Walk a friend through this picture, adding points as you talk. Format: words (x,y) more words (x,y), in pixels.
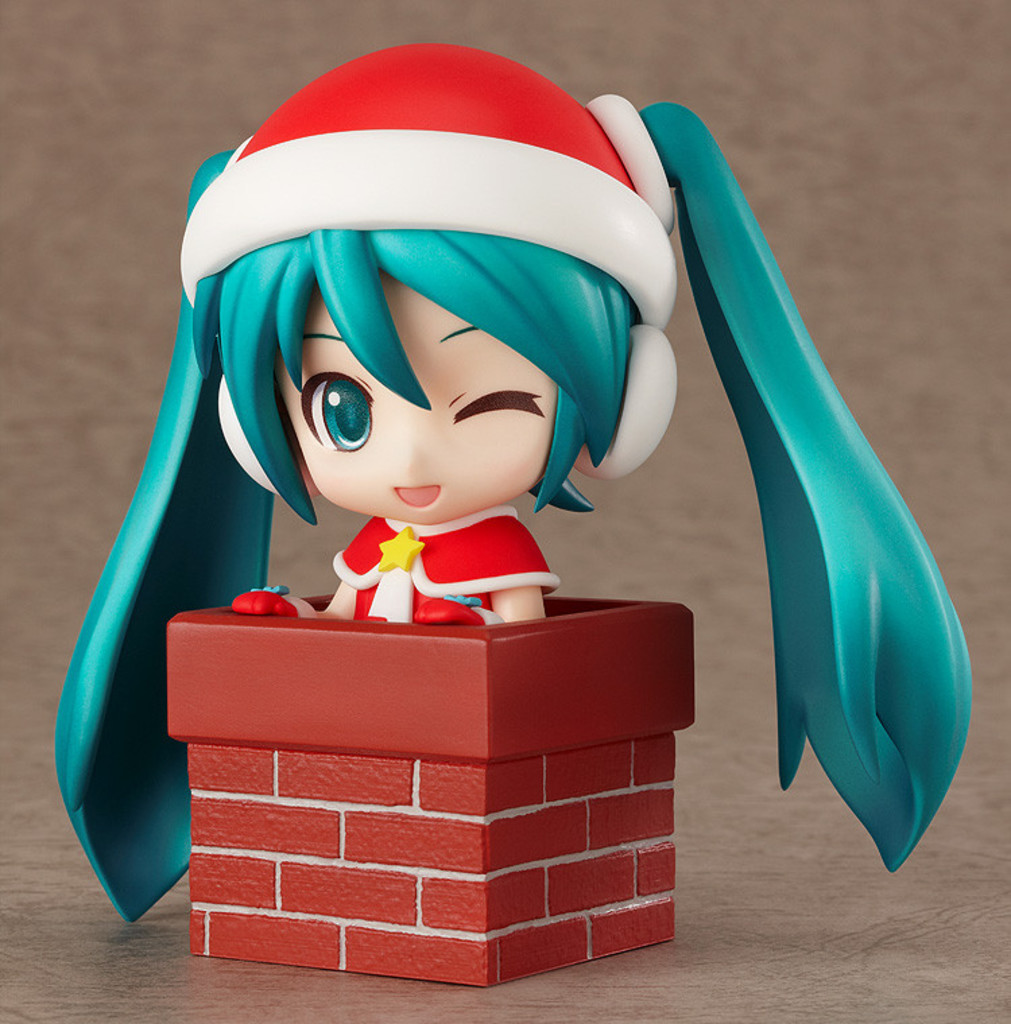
In this image we can see a figure (500,400) placed on the floor (444,986).
